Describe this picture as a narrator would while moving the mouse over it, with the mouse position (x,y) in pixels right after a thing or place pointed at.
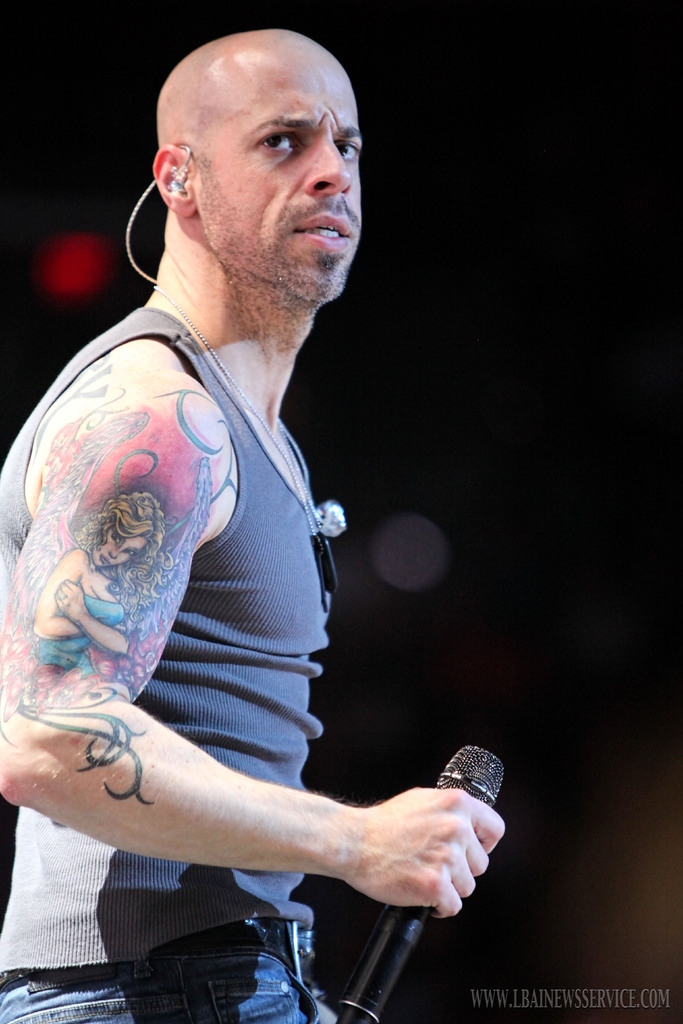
In this picture we can see man (236,664) holding mic (469,777) in one hand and looking at some thing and in background (409,327) it is dark.
